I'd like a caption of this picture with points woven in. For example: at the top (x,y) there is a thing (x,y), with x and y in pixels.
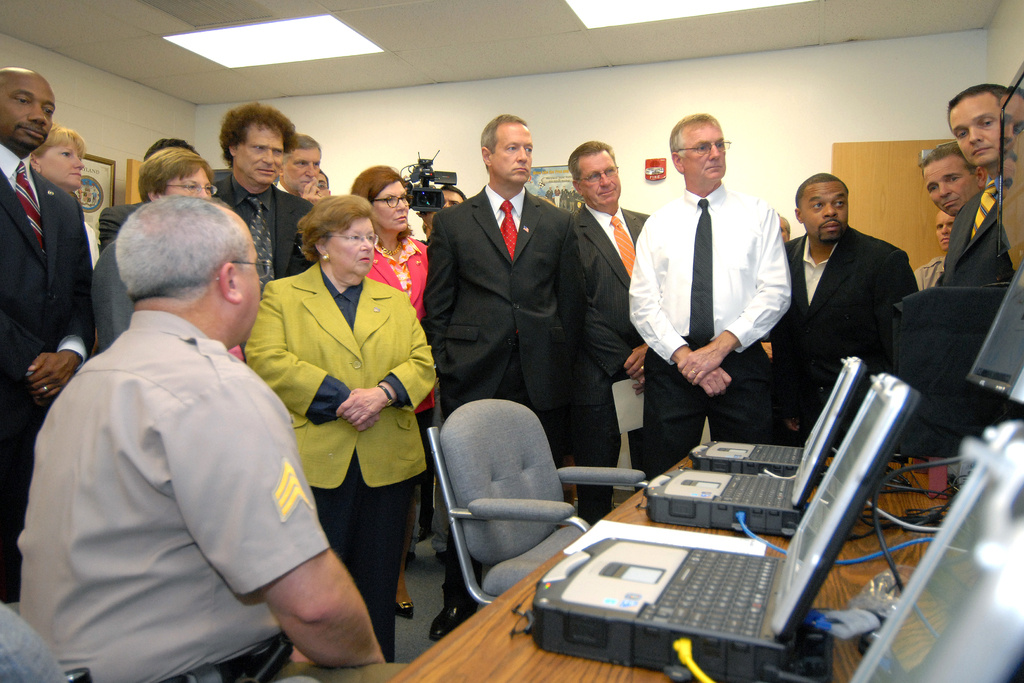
The person (156,415) wearing a brown shirt (167,443) is sitting a chair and there are group of people (496,258) in front of him and also there is a table (639,510) beside him which consists of some electronic devices (790,509).
